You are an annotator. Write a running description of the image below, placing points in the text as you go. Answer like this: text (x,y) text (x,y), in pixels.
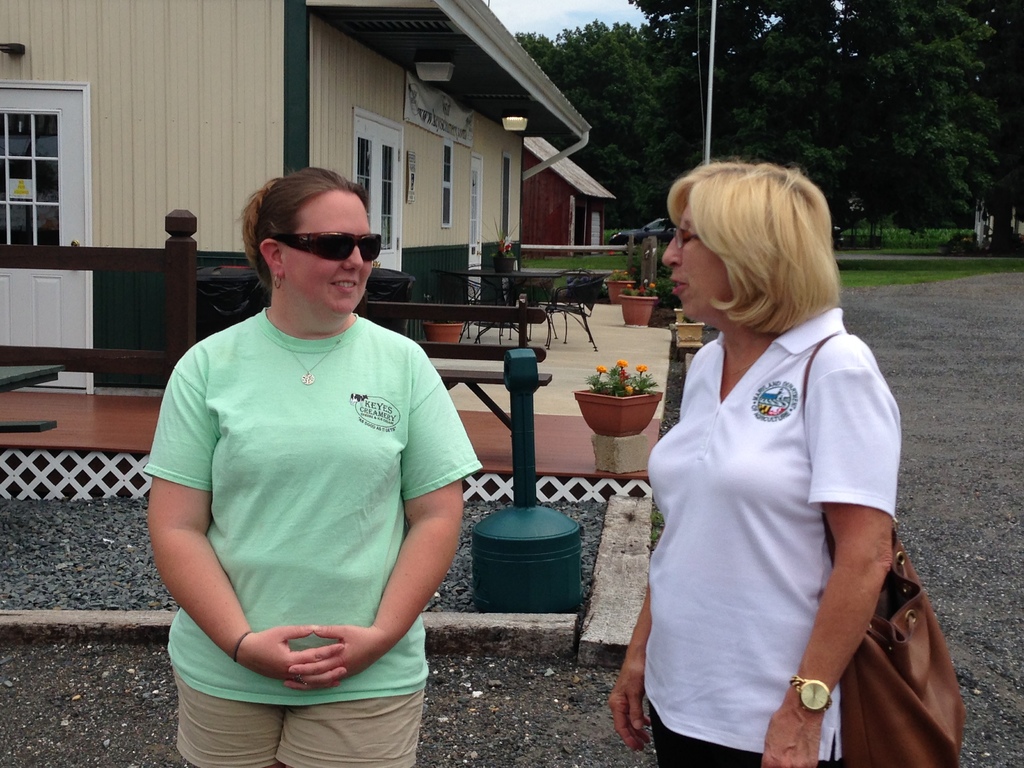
In this image, there are two persons (709,456) standing and wearing clothes (338,497). There is a table (522,269) and some chair (585,285) in front of the house (409,219). There is a flowers pot (616,396) in the middle of the image (630,391). There are some trees (793,85) in the top right of the image (753,112).
